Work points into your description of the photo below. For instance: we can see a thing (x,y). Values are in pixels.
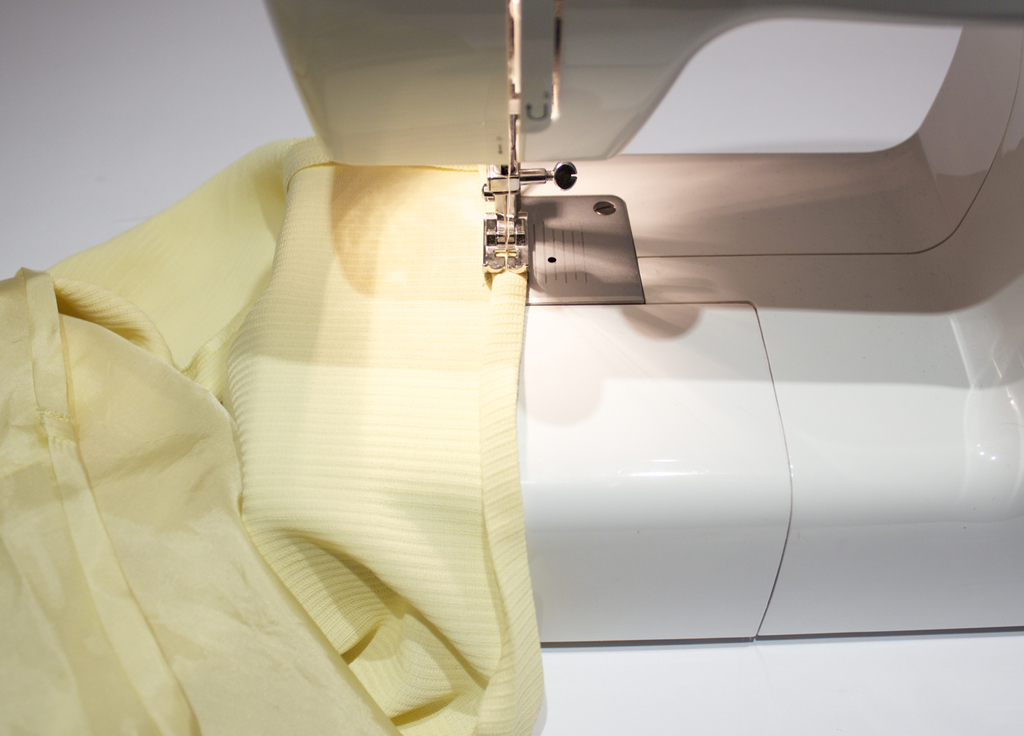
In this image we can see a sewing machine (603,509) with a cloth (415,478) placed on the surface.
